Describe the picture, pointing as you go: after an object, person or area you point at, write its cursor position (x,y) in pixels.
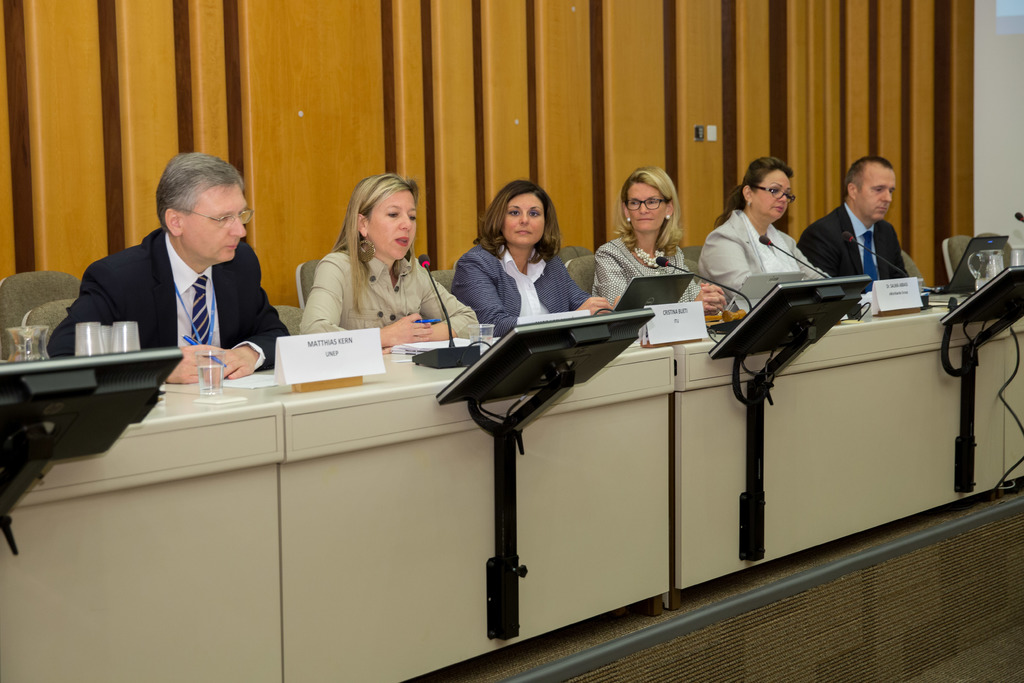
In this picture there are people (621,264) those who are sitting in series in the center of the image (550,231) and there is a desk (411,377) in front of them, on which there are laptops (628,286), papers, mics (448,357), and glasses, there are monitors (127,403) in front of the desk (158,407).
